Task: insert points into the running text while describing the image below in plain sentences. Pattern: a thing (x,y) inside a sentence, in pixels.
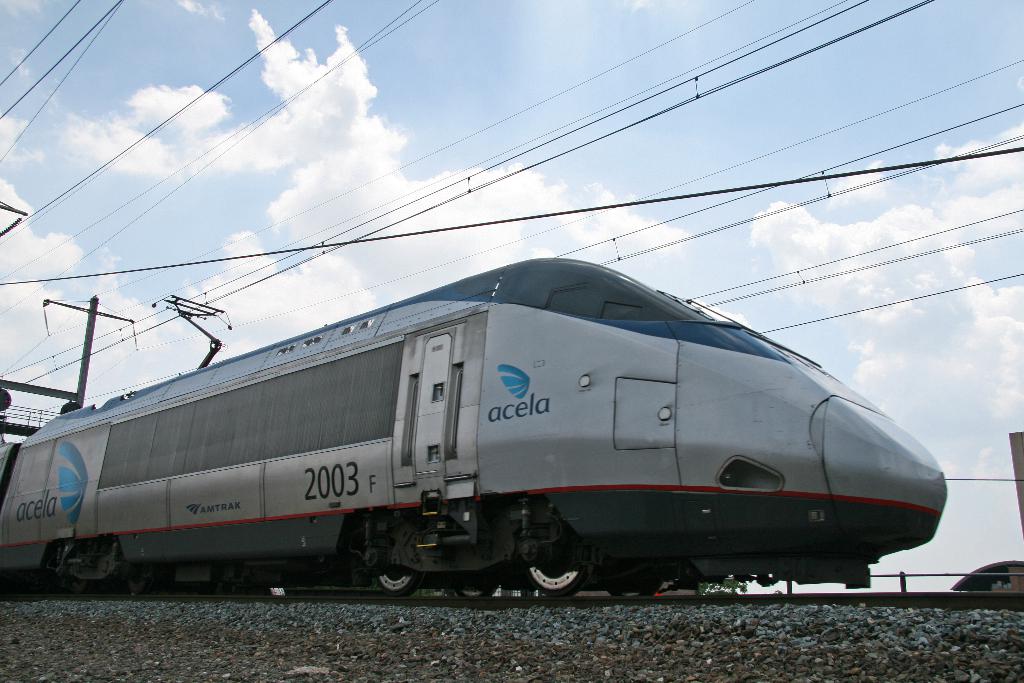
There is a train (343,450) in the center of the image (644,434) and there are wires (527,170) at the top side of the image (515,176), there is sky (295,101) in the background area (584,150).
